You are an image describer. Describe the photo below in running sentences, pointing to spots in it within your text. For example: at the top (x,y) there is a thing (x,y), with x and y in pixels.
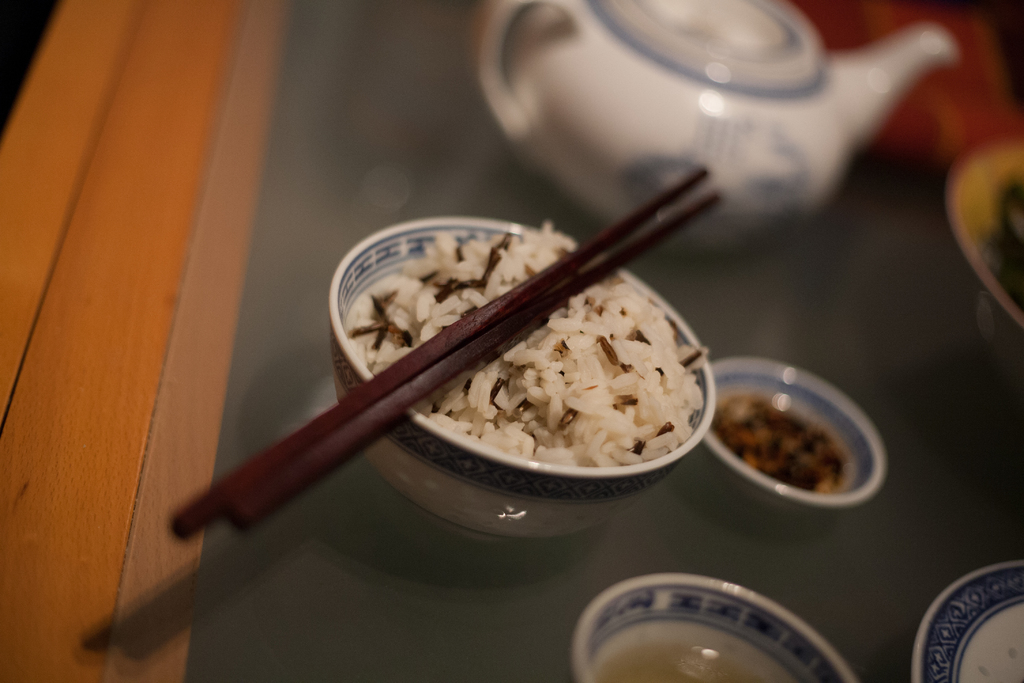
In this picture, In the middle (393,247) there is a bowl (619,467) of white color and it contains rice (630,422) and there are two sticks (362,433) in brown color and in the background (579,109) there is a white color object (734,118) on the grey color table (118,186).
